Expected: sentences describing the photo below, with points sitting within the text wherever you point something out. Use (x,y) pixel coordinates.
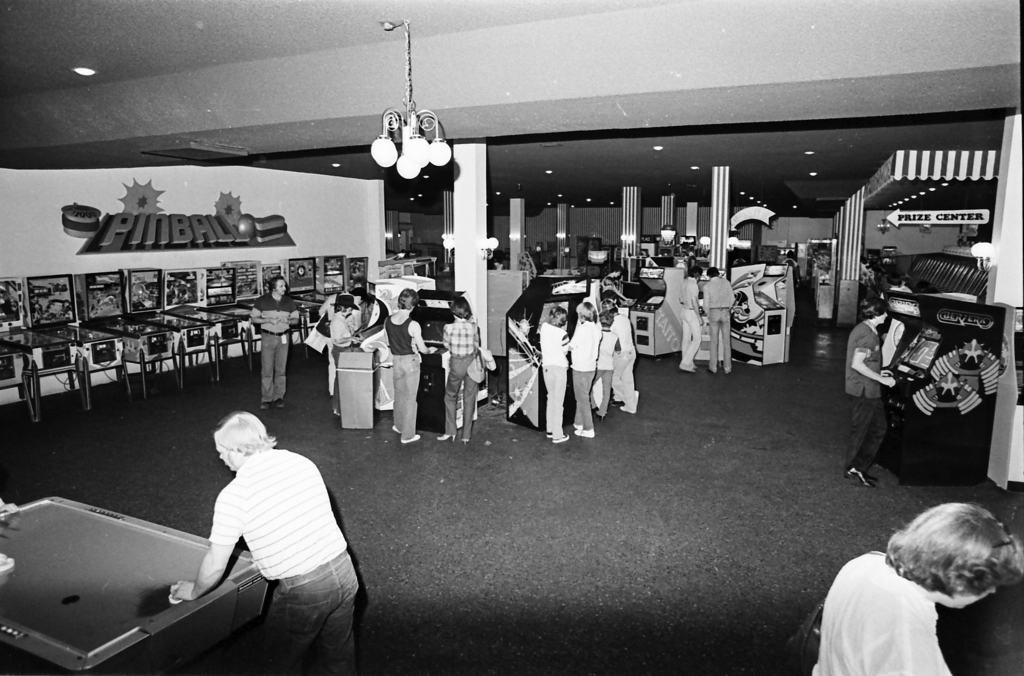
On the right hand side (879,630), a person (884,590) standing. On the left hand side (245,448), a person (272,497) standing and playing. In the background (605,365), there are persons (627,331) at the machines (566,310), lights (434,138), hoarding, sign boards (929,215), and a person (874,372) standing at a machine (949,438).
